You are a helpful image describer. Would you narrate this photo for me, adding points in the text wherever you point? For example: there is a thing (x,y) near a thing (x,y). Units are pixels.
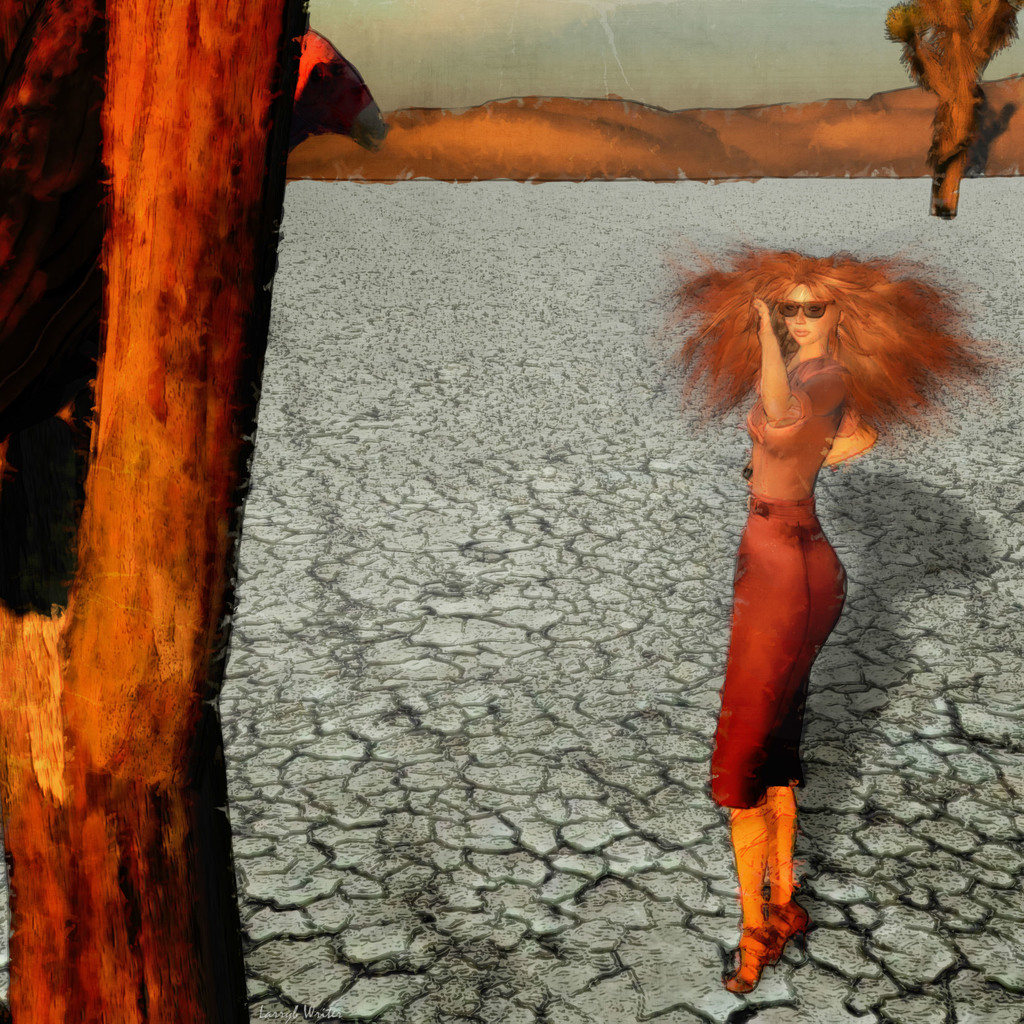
In picture I can see it looks like an animation, on the right side (868,300) there is a woman (779,603), she is standing. At the top (654,54) there is the sky (590,56).
